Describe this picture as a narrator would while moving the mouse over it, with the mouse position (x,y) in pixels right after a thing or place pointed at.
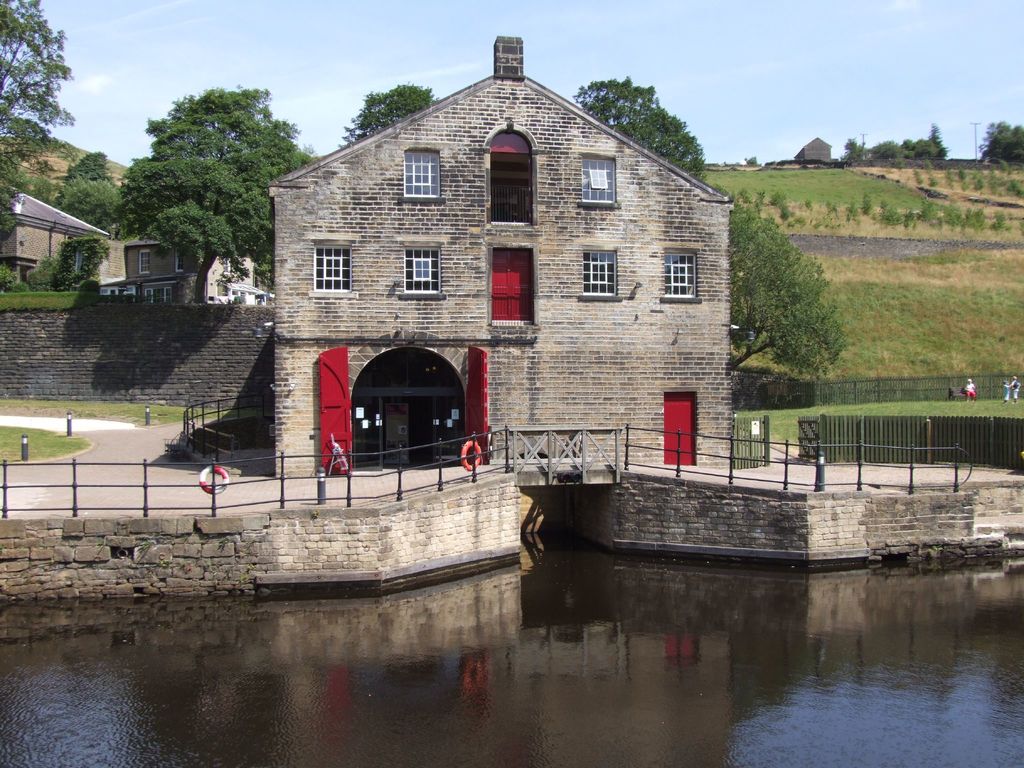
In this image we can see water (534,584) at the bottom (555,668). Near to that there is a wall (387,546) with railing (568,451). Also there is a building (446,220) with windows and doors (504,318). Near to the building (543,286) there are trees (361,128). Also there is a wall (102,341) on the left side (106,341). And there is road (121,421). On the right side (854,431) there are railings (808,416). And we can see few people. In the background (38,215) there are trees (390,108), buildings (49,236) and sky (467,34) with clouds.
